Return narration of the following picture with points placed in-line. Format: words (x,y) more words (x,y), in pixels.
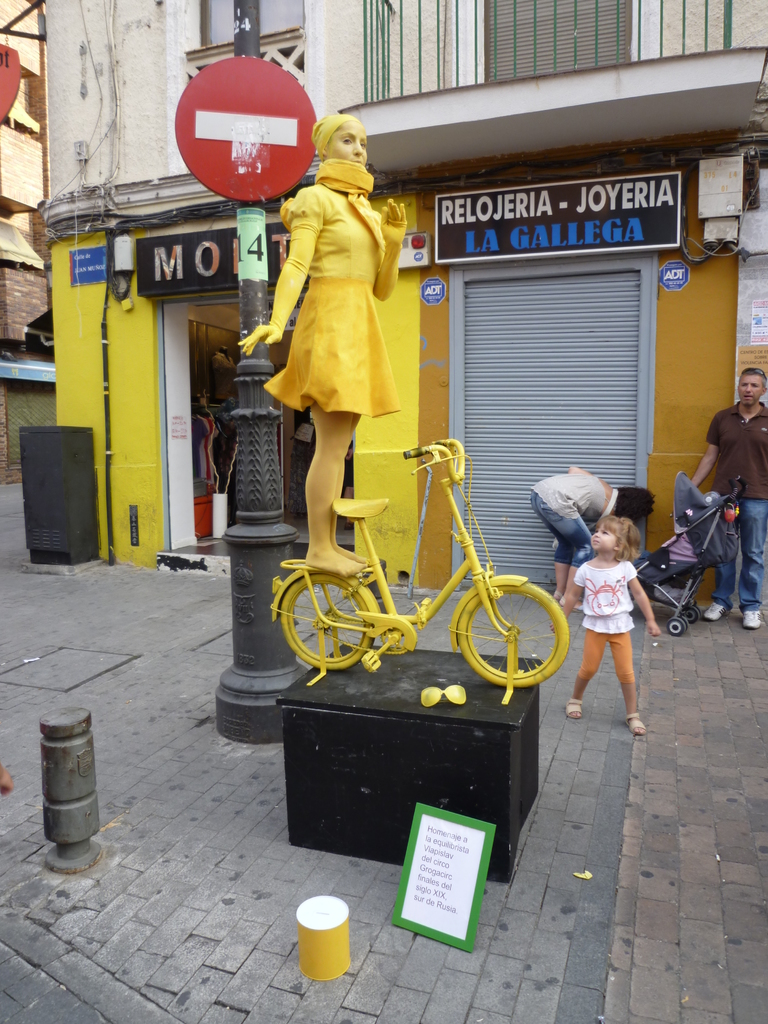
An outdoor picture. This is a statue (380,570). In-front of this statue (370,536) there is a information board (467,848). The kid (577,688) is standing. Far there is a baby's chair (687,552) and a man (744,453) is standing. This is a building (616,81). This is store (287,332).
